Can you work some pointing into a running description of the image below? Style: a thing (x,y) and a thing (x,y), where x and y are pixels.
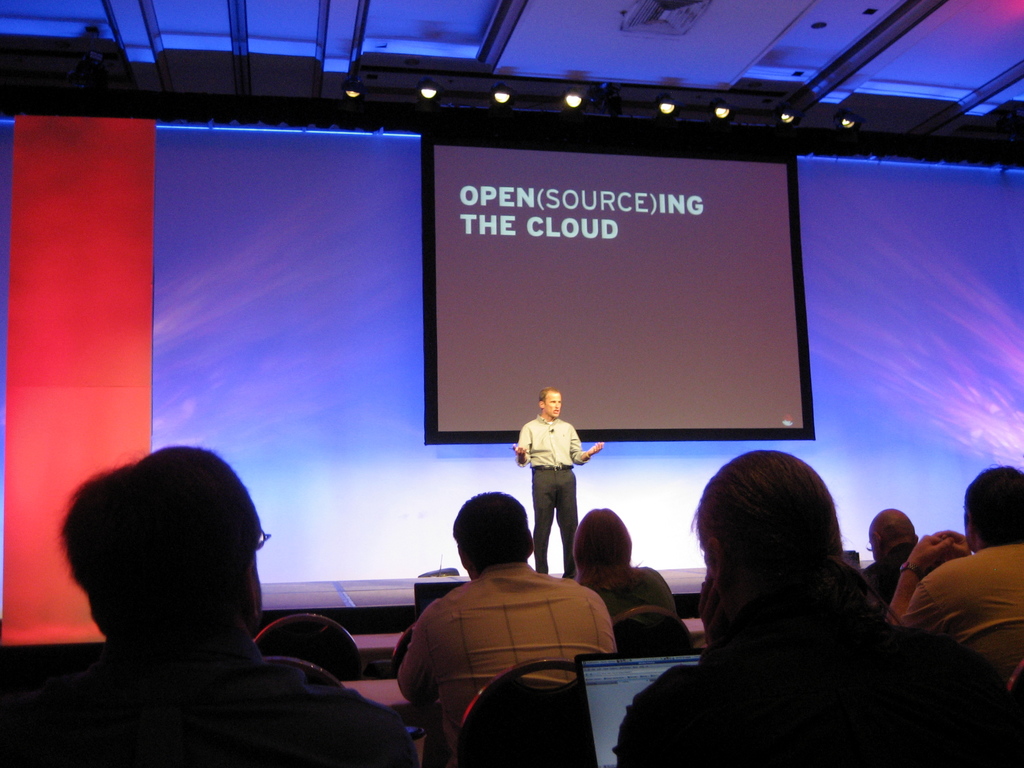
In this image we can see some people (1003,620) sitting on chairs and there is a person (562,425) standing on the stage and talking and we can see a screen (804,283) with some text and there are some stage lights (502,89).
